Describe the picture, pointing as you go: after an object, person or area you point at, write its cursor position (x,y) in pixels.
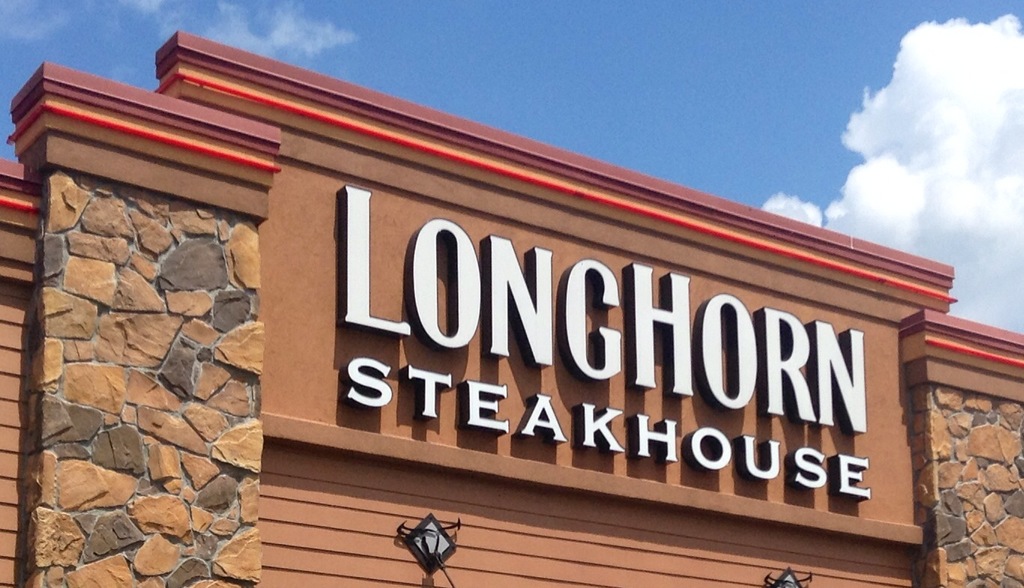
In the middle of this image (637,240), there is a hoarding (655,247) having white color letters (770,385). On both sides of this hoarding (807,395), there are two stone pillars (977,429) attached to the hoarding (837,420). In the background (882,182), there are clouds (904,58) in the blue sky (563,73).
